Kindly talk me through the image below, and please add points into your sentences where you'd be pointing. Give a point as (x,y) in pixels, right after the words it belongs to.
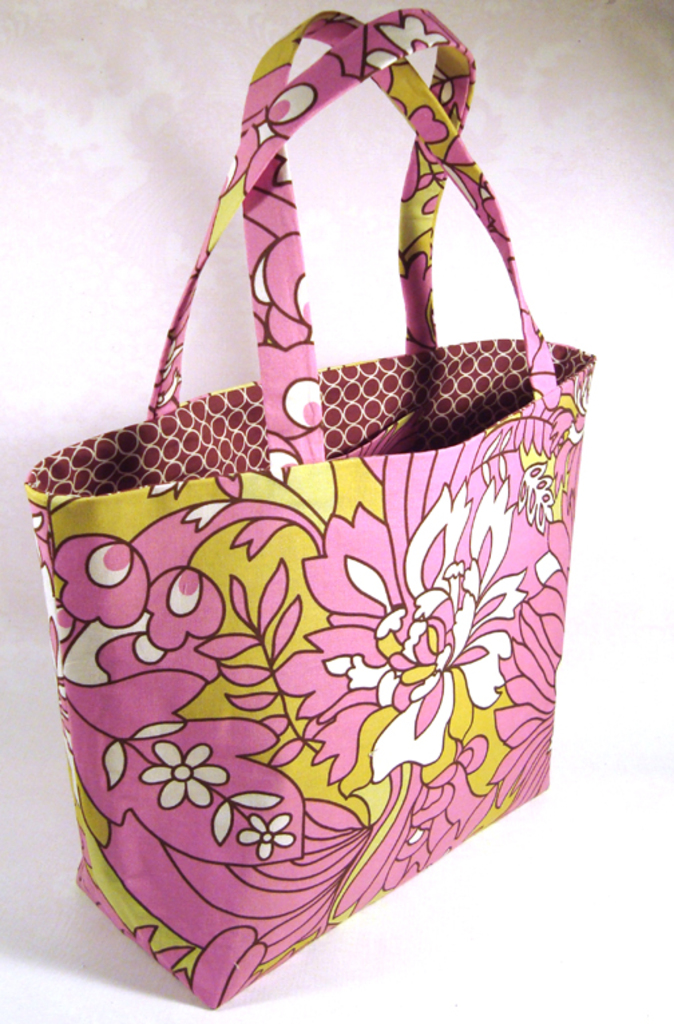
In this picture we can see a handbag (212,524) a floral designing (430,666) on it.
